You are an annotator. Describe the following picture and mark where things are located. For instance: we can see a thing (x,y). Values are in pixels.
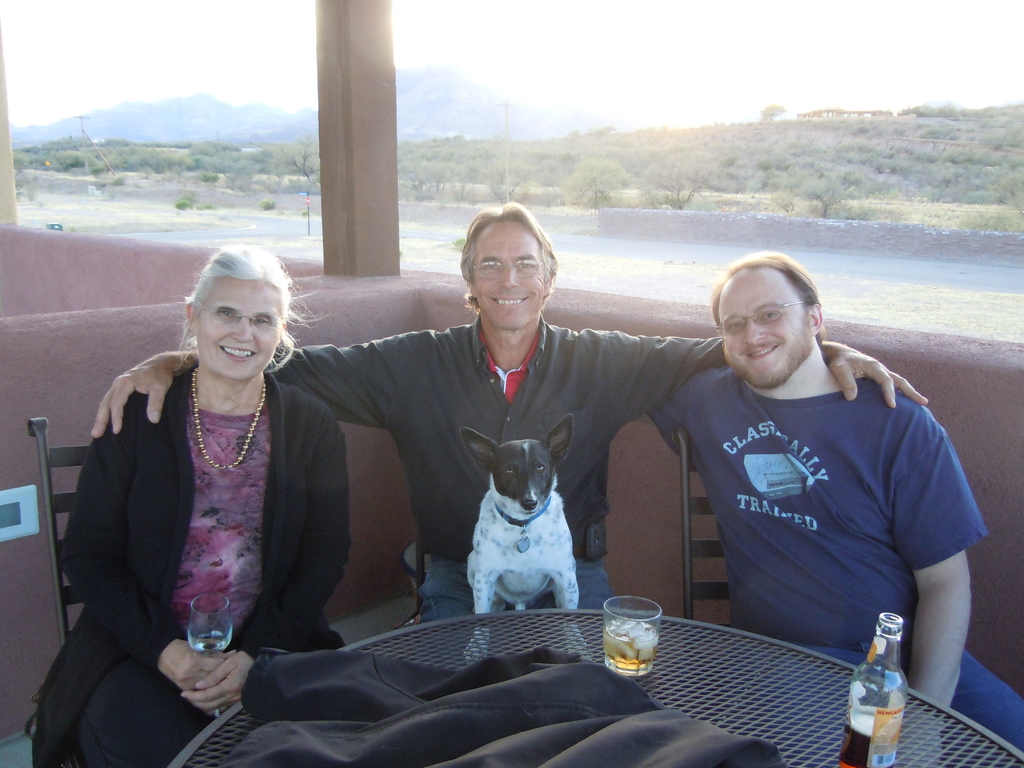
In this image I can see three persons (269,455) are sitting in chairs (684,466) which are black in color and I can see a woman (257,559) is holding a glass (220,612) in her hand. I can see a dog (545,565) which is white and black in color on a person's lap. In front of them I can see a table (712,682) which is black in color and on the table (668,659) I can see a glass (643,625), a bottle (883,718) and a cloth (490,705). In the background (611,313) I can see the ground (639,290), the wall (718,236), few trees (668,198), few mountains (458,126) and the sky (272,49).
